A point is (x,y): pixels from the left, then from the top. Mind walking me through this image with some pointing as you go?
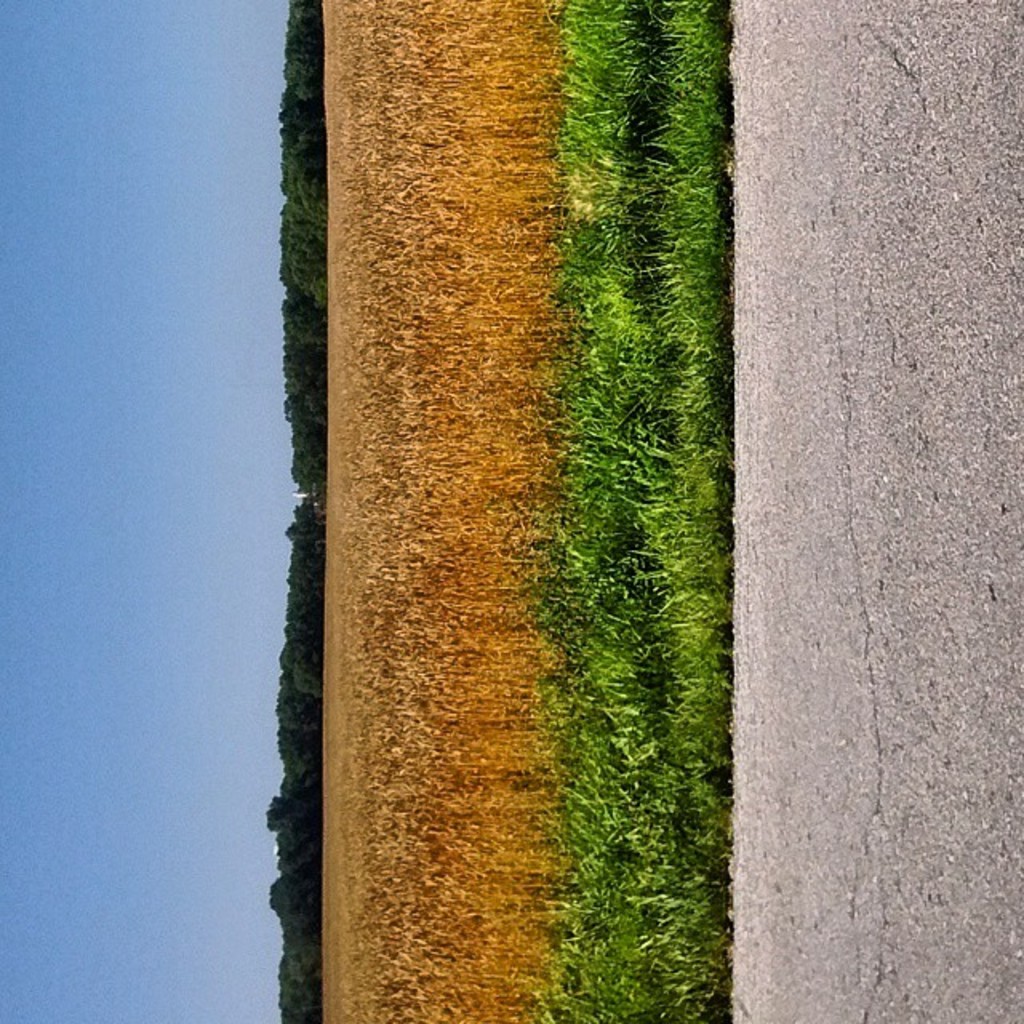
In front of the image there is a road (866,667), behind the road (910,781) there is green grass (641,498), behind the grass (670,529) there is dry crop (529,641), behind that there are trees (304,860).
